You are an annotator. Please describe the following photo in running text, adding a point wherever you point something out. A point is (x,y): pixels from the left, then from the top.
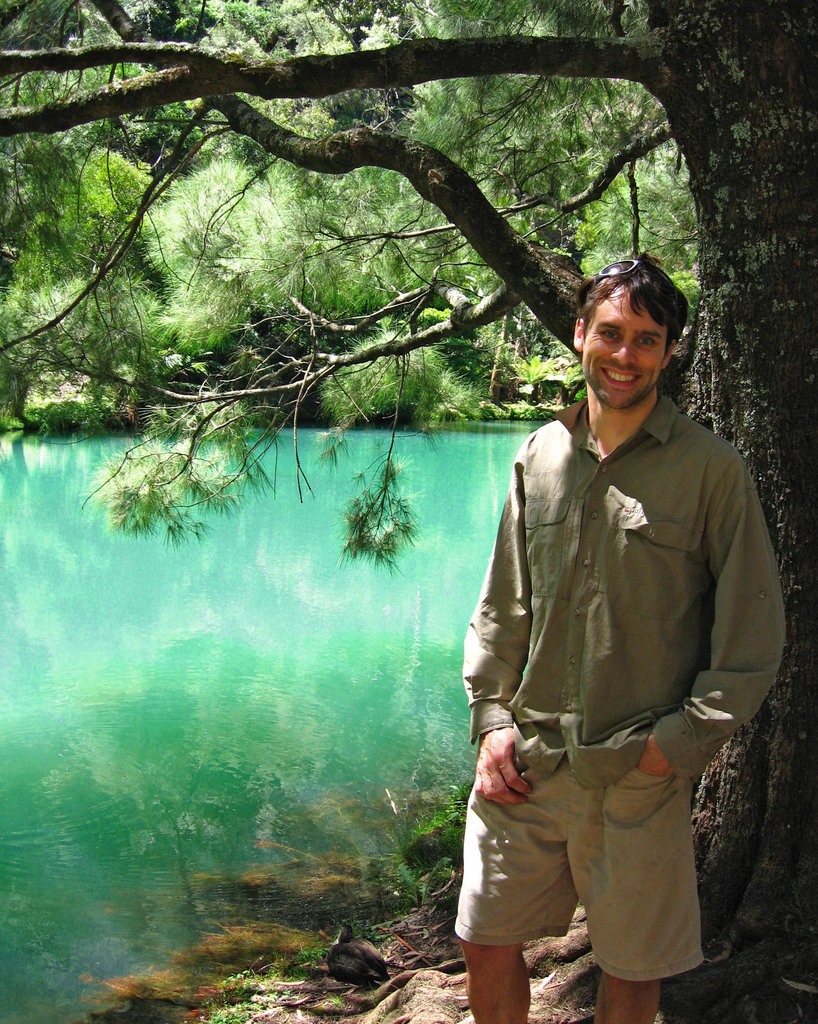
In this image we can see a man (571,847) standing on the ground (385,934), lake (340,605) and trees (268,153).
